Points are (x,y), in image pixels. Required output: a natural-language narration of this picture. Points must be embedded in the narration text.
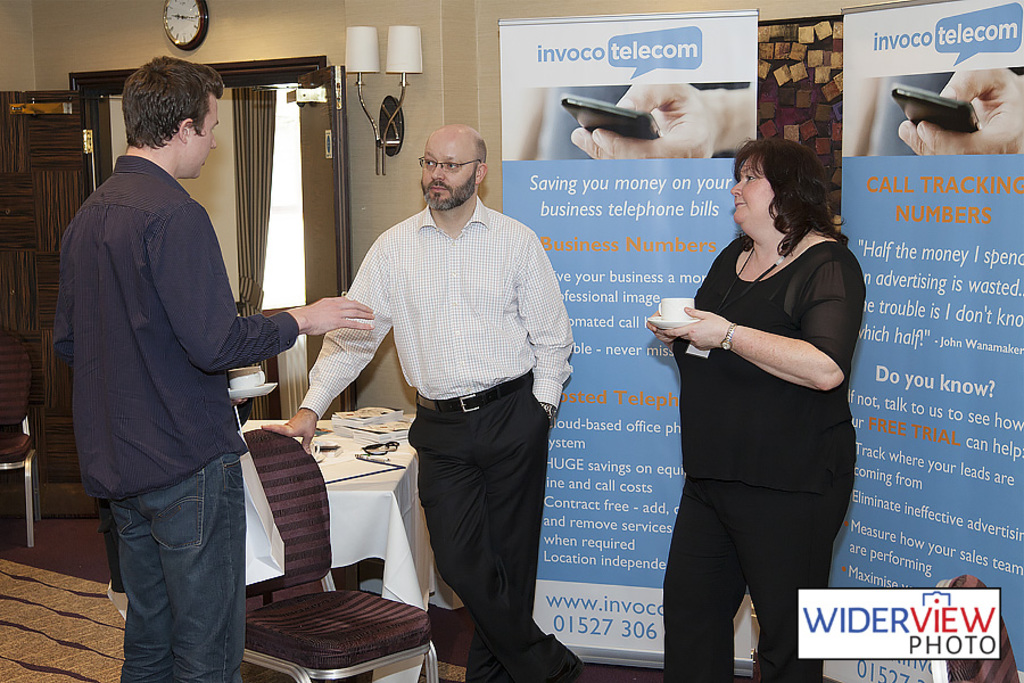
In this picture we can see inside view of the room (292,275). In the front (468,386) there are two men (406,310), standing and discussing something. Beside there is a woman (740,408) wearing a black top (779,304) and holding the tea cup (675,314), standing and listening to them. In the background (701,128) we can see blue color standing banner (636,307). In the background (419,54) we can see the wall light (395,71), wooden door (48,164) and curtain (264,139).
